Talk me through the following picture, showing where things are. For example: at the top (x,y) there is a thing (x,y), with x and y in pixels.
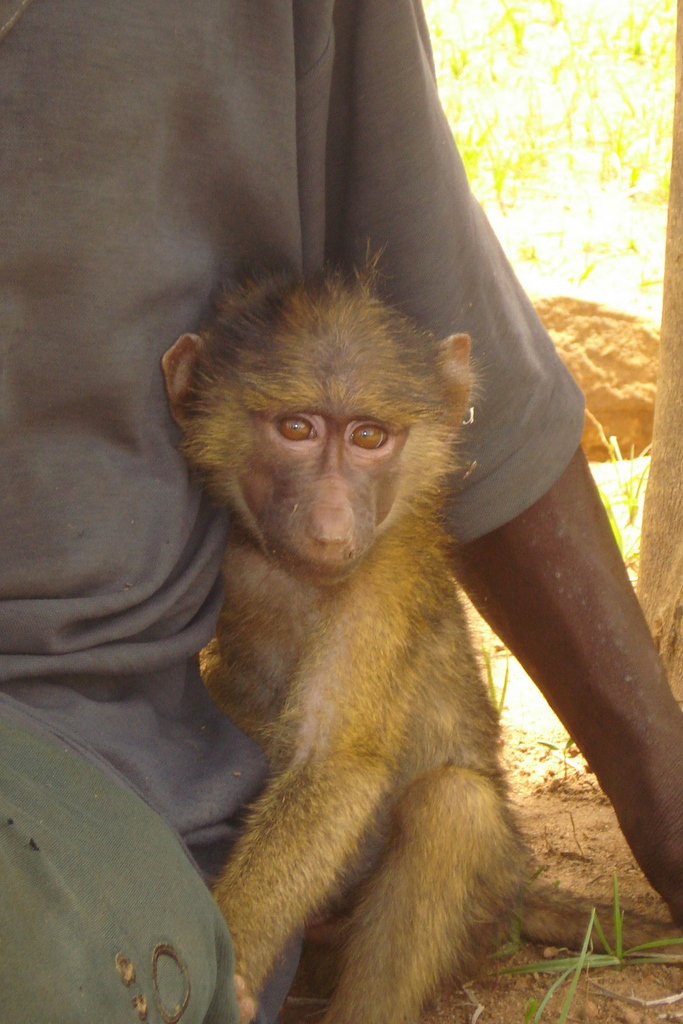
In this image there is a monkey (332,735) sitting on the ground (561,990) beside the person (133,297). In the background (585,343) there is a stone (611,353). On the ground (563,852) there is sand (554,773). On the right side (678,537) there is a tree (663,432).
